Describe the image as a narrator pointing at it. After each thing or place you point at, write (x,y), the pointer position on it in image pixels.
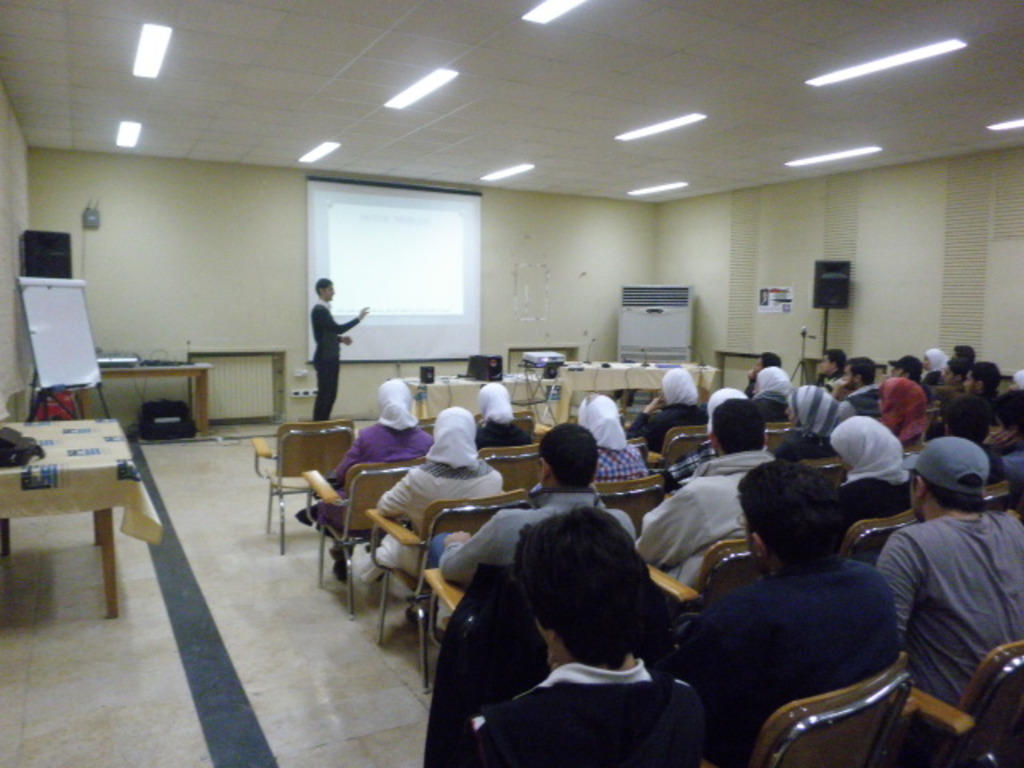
In this image I see number of people (356,567) sitting on the chairs (980,760) and in the background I see a person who is near the screen (456,338) and there are tables (705,378) and few things (475,363) on it. I can also see a board (65,385) over here and lights (138,73) on the ceiling (196,38).
